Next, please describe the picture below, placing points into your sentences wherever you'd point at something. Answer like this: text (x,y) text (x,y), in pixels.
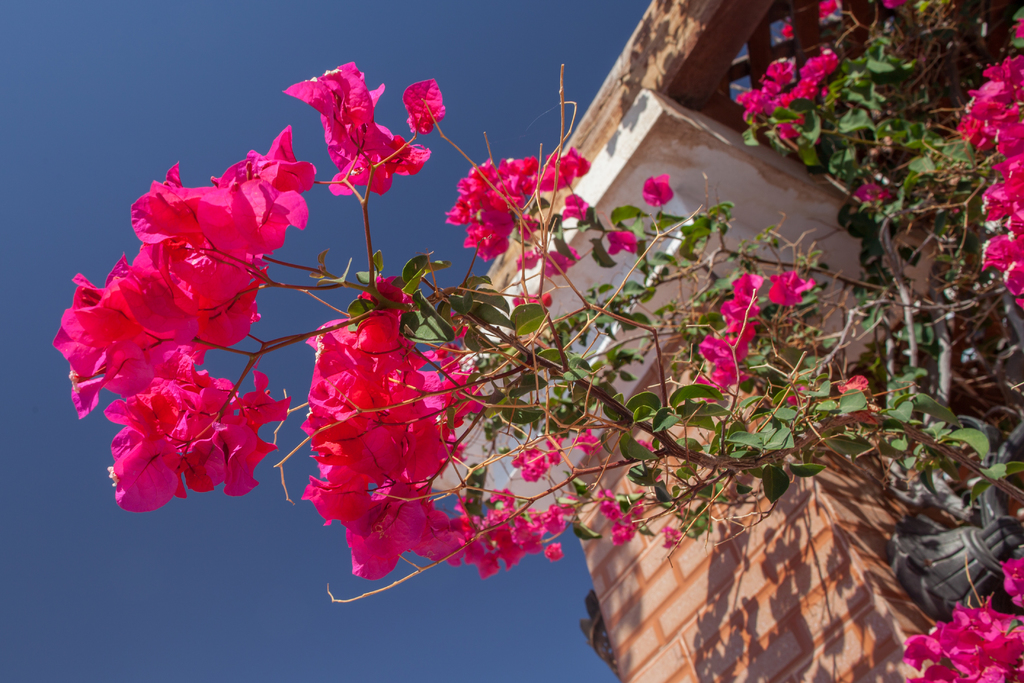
In this image I see a plant (741,264) on which there are number of flowers (946,623) which are of pink in color and I see the wall (605,281). In the background (496,19) I see the sky (362,267) which is blue in color.
